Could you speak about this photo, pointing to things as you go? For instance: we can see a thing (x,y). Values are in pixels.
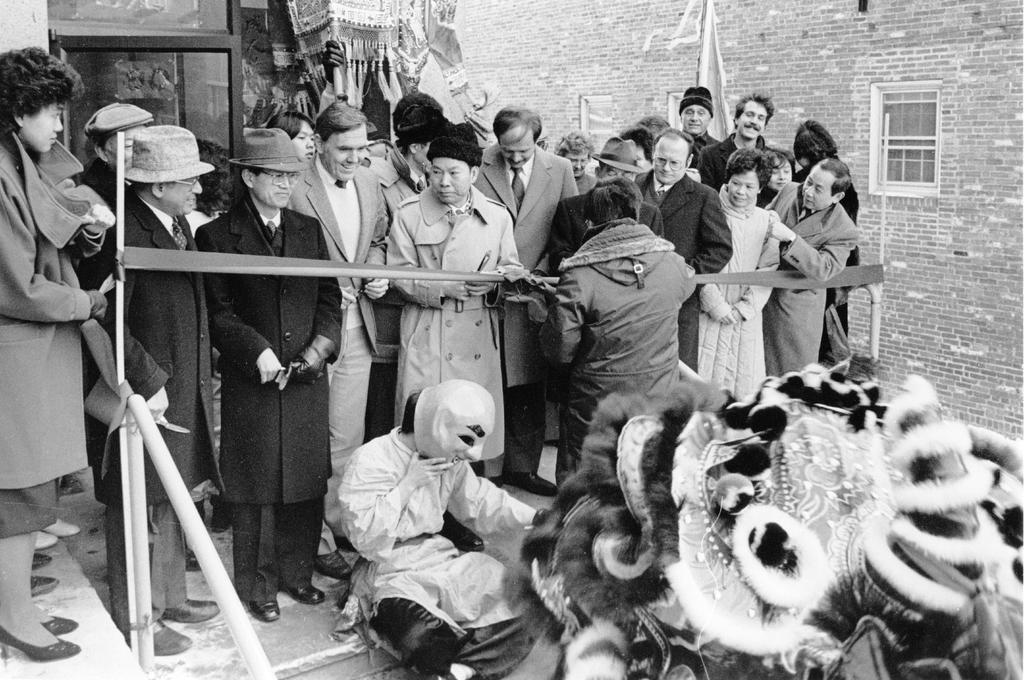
It looks like a black and white picture. We can see a group of people (141,279) standing and a person (419,547) is sitting and holding a mask (443,445). In front of the people (417,558) there is an item (786,494). Behind the people (421,220) there is a wall (617,82).
